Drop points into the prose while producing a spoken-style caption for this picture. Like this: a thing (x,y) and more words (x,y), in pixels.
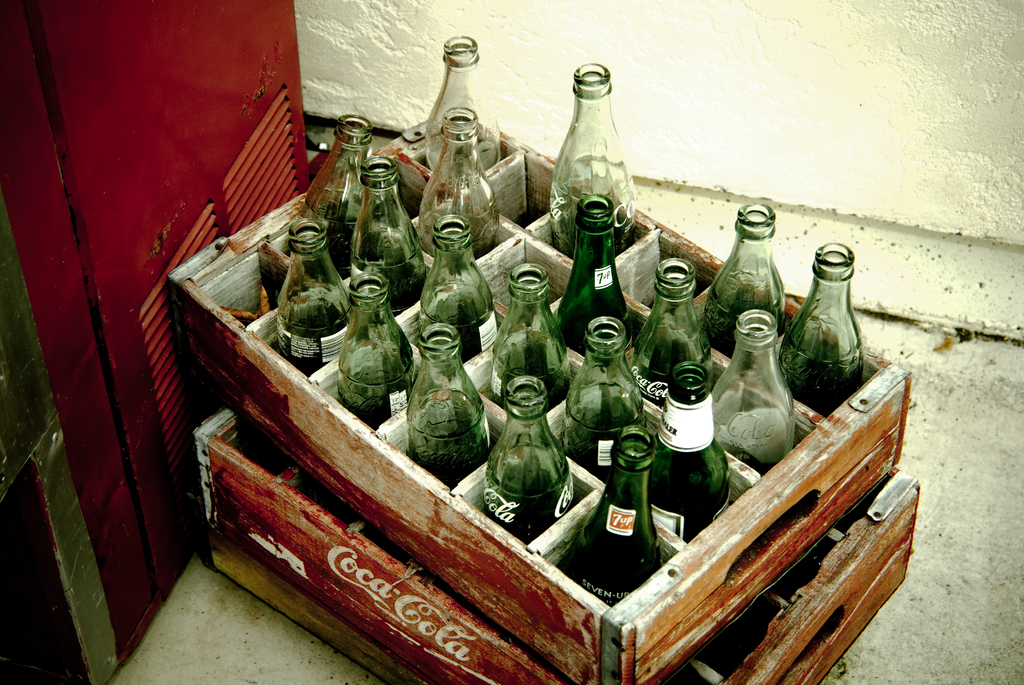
In this image i can see few bottles (594,233) kept in a tray (488,593). At the background (263,113) i can see a fridge (295,120) and a wall (346,90).
